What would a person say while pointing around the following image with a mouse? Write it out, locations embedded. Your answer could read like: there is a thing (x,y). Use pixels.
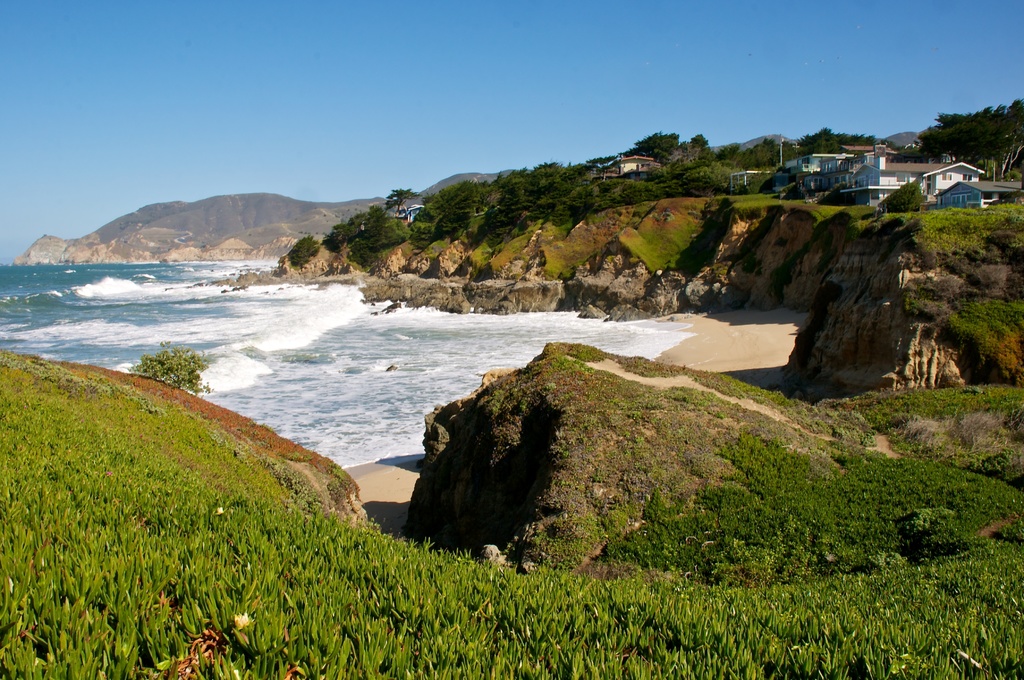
In this image on the left side (153,304) there is a beach (323,365), and at the bottom (446,500) there are some rocks (507,451) and grass (253,526) and plants (882,410). On the right side (852,237) there are some houses (862,183), rocks (888,333), trees (476,188) and sand (711,345). In the background (58,250) there are some mountains (69,256), at the top of the image (460,78) there is sky (403,146).
